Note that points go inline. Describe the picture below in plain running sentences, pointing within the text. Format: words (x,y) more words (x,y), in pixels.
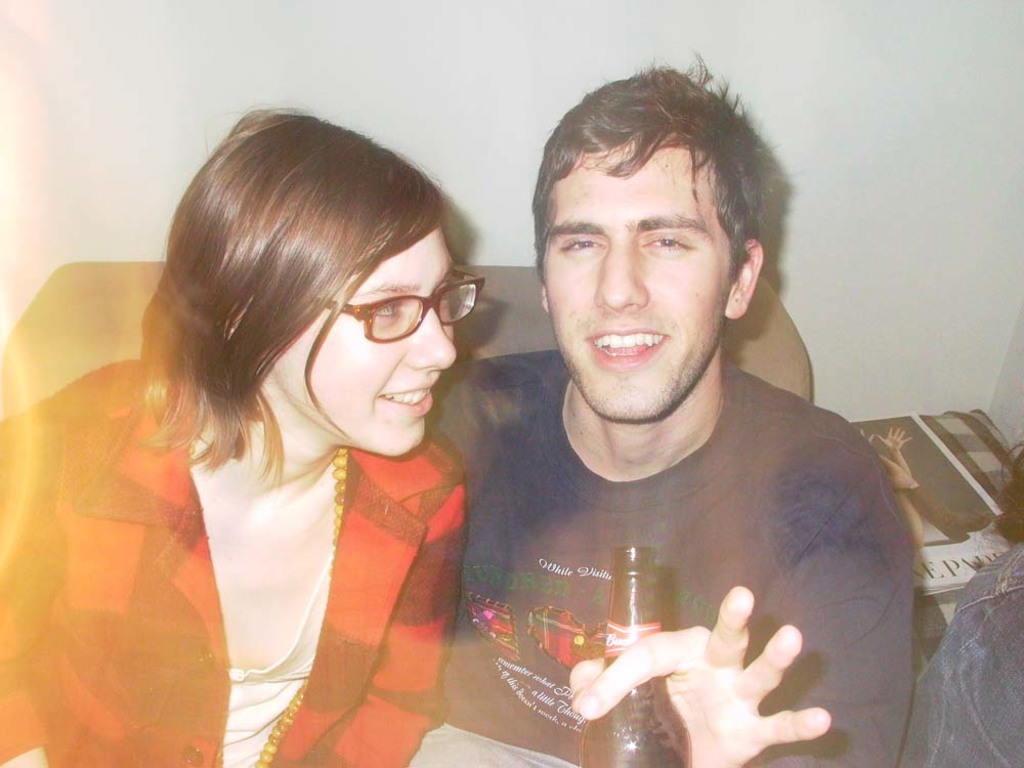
In this image there are two persons (397,346) a woman (451,320) and man (592,388) at the left side of the image (243,435) there is a woman (249,564) wearing red color shirt (382,581) and at the right side of the image (684,340) there is man (797,529) wearing T-shirt (786,558) holding a beer bottle (616,655) in his hand (703,721).
